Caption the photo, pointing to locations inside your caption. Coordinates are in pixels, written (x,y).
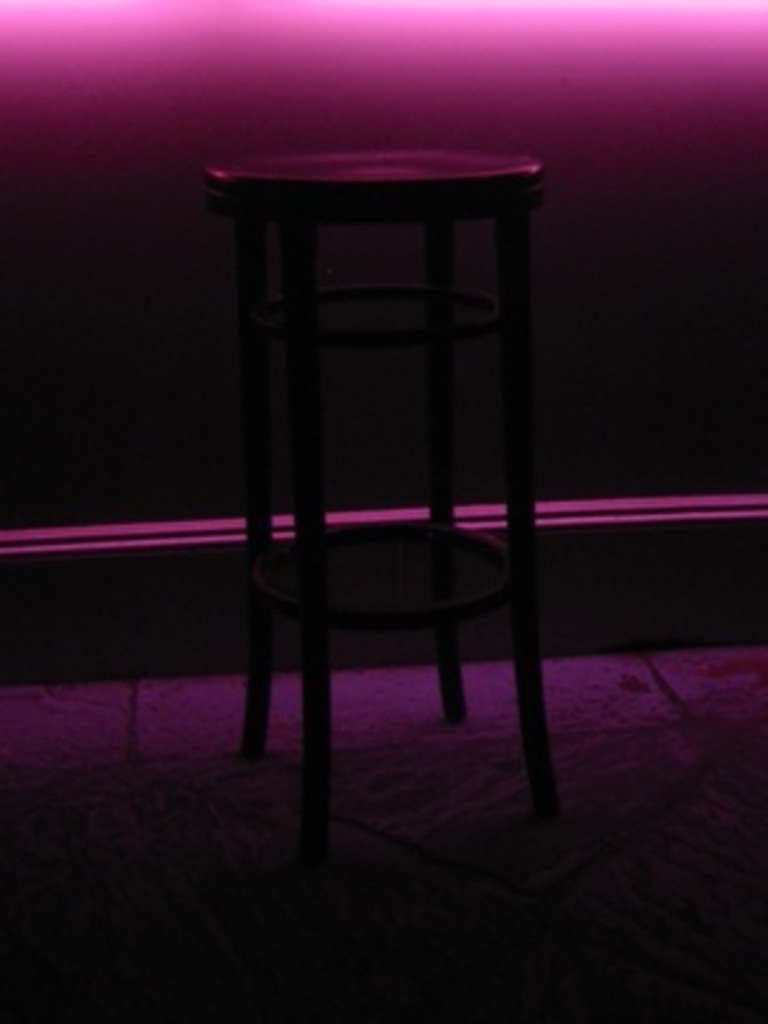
In this image there is a stool (265,505) on the floor (420,683). At the top (403,52) there is pink color light (519,46). In the background (143,364) there is a wall (143,364).
